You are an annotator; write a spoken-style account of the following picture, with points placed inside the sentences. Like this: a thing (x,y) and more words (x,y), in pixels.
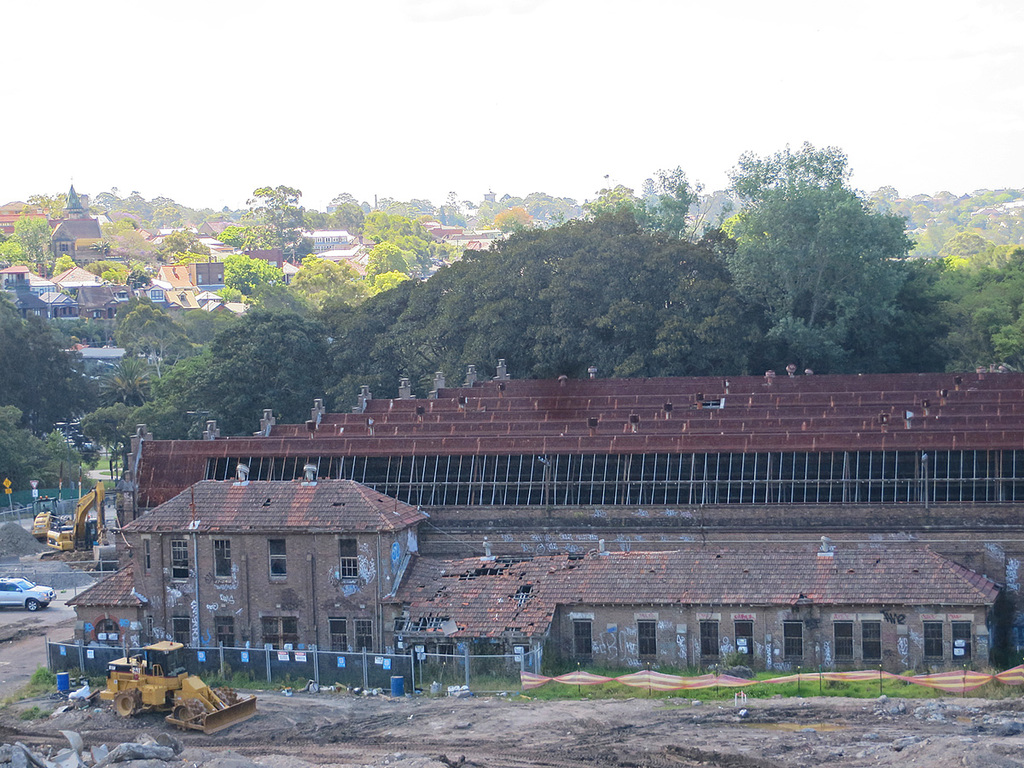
In the foreground of the image (593,748) we can see mud (325,717), houses (908,648) and vehicle (52,524). In the middle of the image (431,341) we can see houses (169,302) and trees (275,346). On the top of the image (375,103) we can see the sky (434,169).
